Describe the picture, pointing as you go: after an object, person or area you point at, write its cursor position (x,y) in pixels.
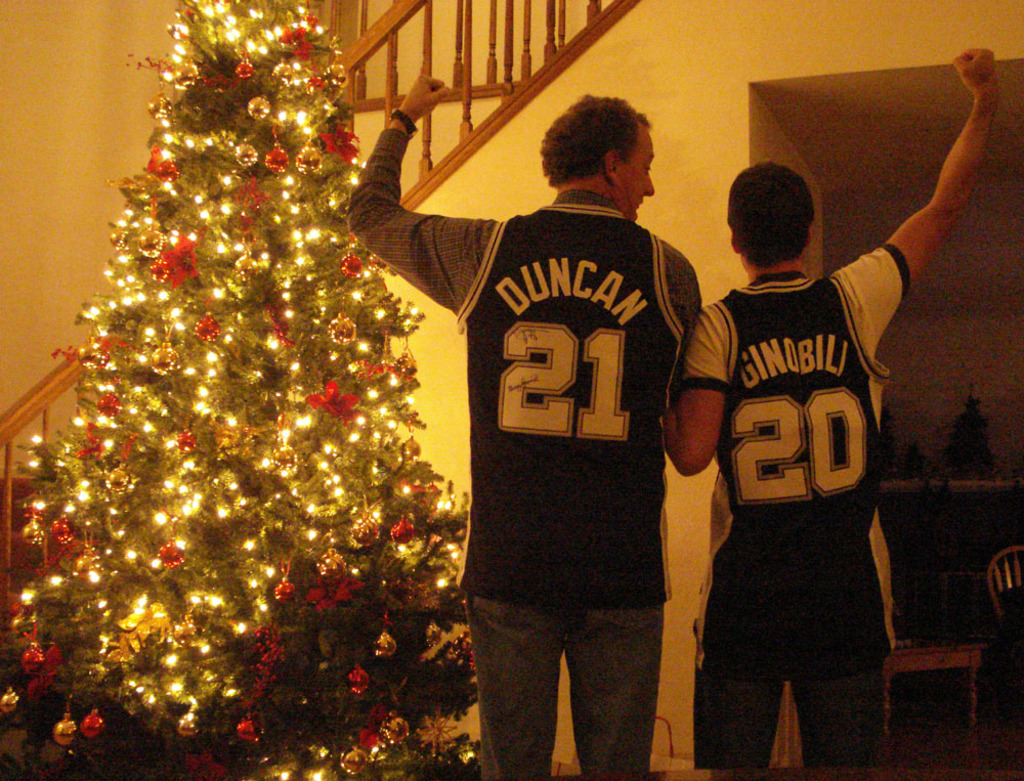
In this image there are two persons (518,461), there we can see names (762,368) and numbers (757,429) on the shirts (636,373), there is a Christmas tree (310,309), stairs (508,87), a chair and some objects (962,457) on the table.
